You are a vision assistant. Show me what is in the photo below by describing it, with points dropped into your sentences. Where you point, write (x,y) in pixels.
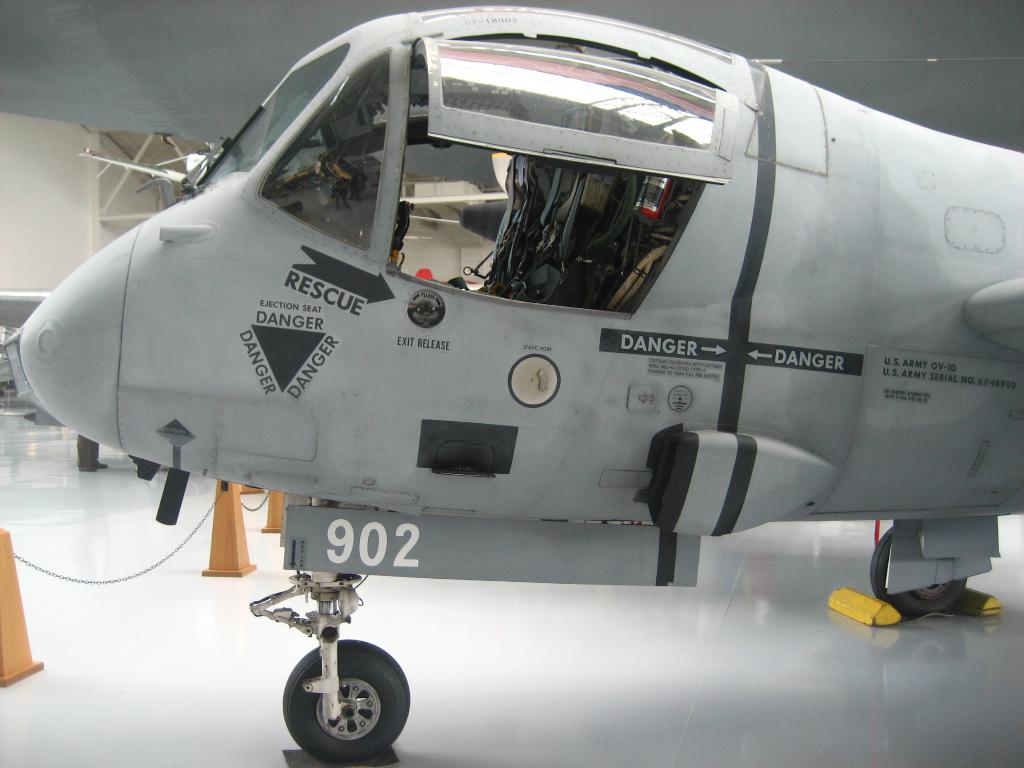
In this image we can see a plane (599,572), barrier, and other objects (21,316) on the floor (76,737). In the background (66,257) we can see wall (69,212) and rods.
